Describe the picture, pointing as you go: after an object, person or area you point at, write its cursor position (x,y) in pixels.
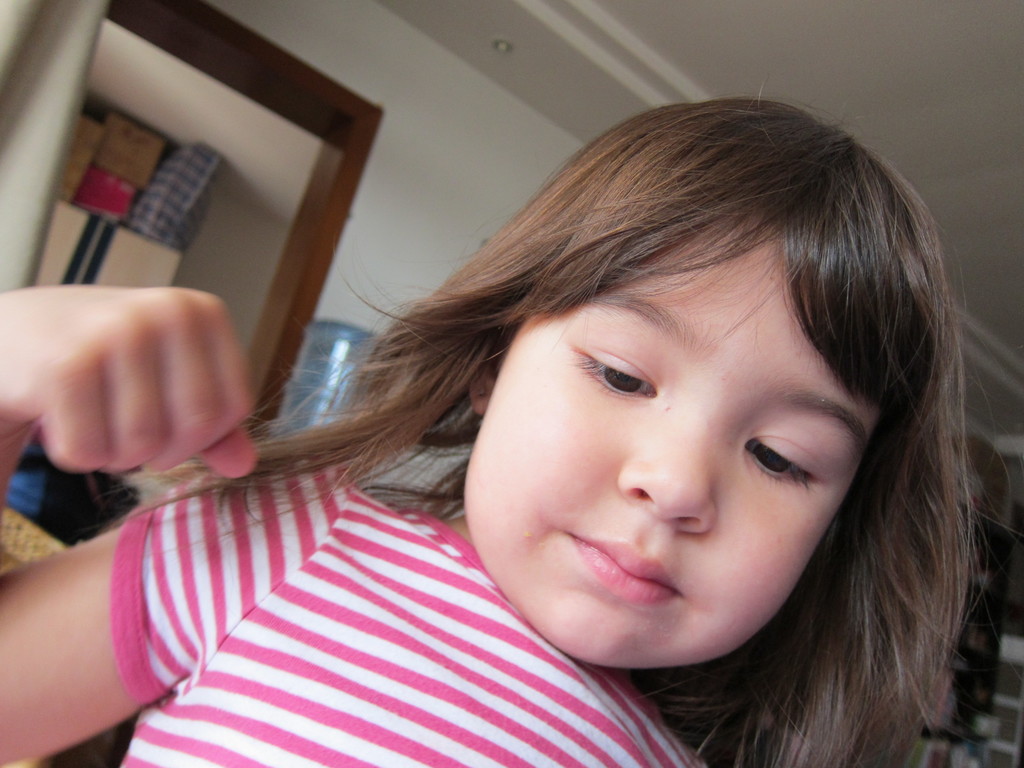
There is a small girl (438,439) in the foreground area of the image (391,559), it seems like cupboards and other objects (314,332) in the background (309,202).
